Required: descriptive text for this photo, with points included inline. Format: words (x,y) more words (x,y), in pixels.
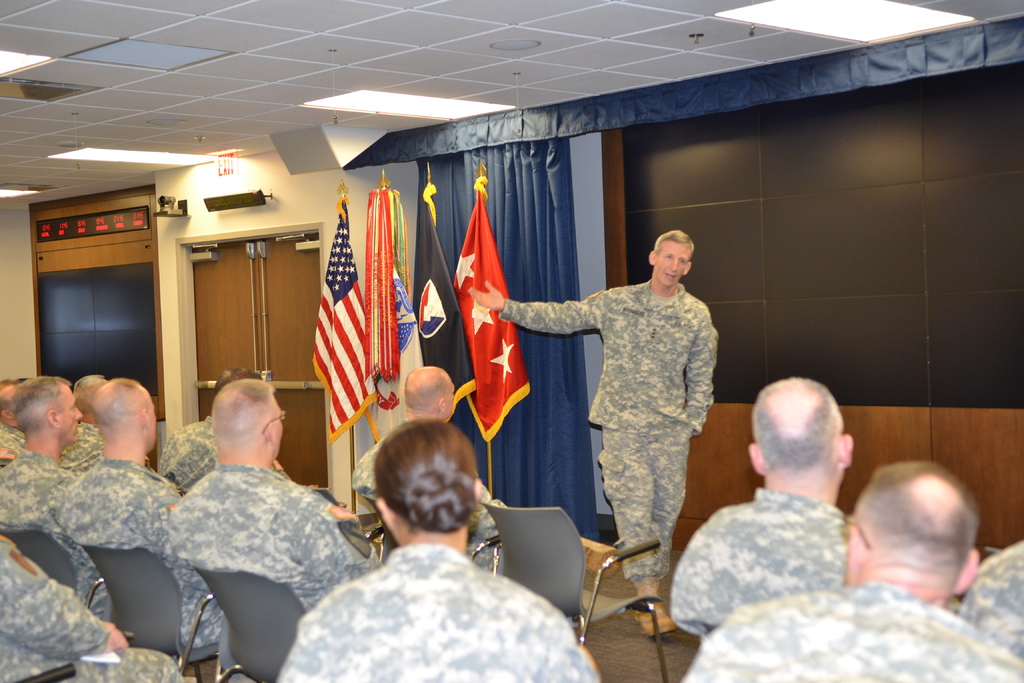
In this image we can see a person (657,341) is standing and wearing army uniform (648,357) beside him flags (473,304) are present. In front of him so many people (525,647) are sitting in army uniform (367,633). Behind him black and brown color wall (920,286) is there and blue color curtain (517,166) is present. The roof (419,79) is in white color.
